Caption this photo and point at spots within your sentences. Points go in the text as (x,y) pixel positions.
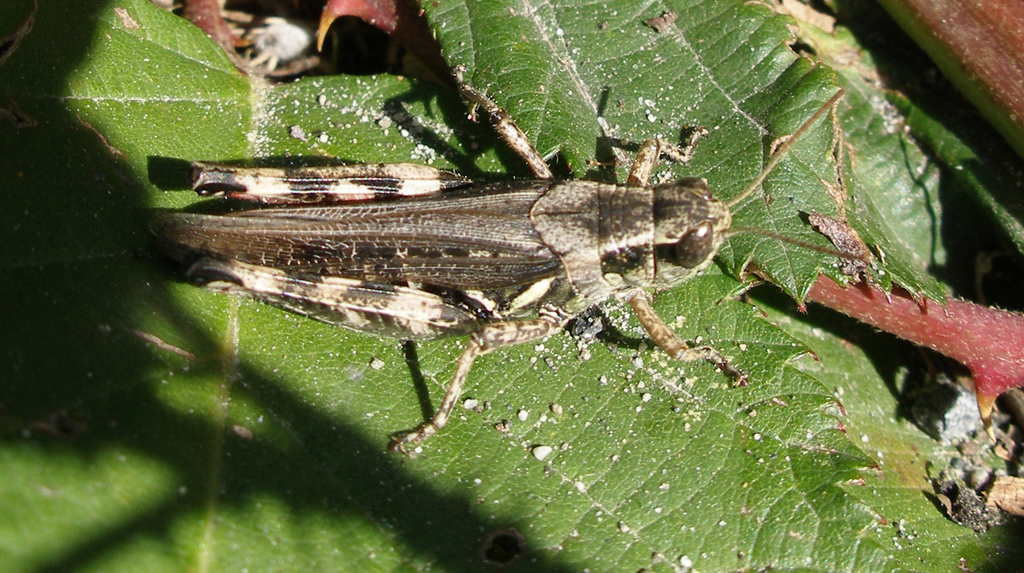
In the image we can see some leaves (781,228), above the leaf (736,270) there is a insect (303,306).
